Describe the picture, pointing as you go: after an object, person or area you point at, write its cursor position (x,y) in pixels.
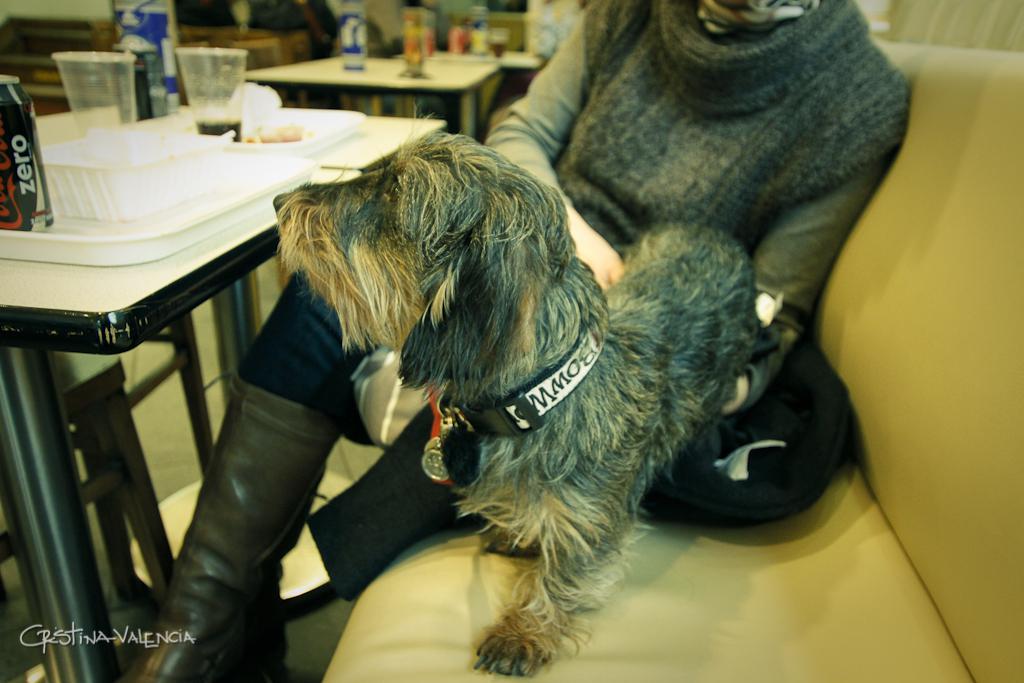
There is a woman (730,81) and dog (523,247) on the sofa (963,526) which is in cream color. In front of them, there is a tray (93,230), glass (112,94), and some other food items (298,128) on the table (66,295). In the background (357,74), there are some materials (493,50) on the table (468,57), and some other items (549,33).
